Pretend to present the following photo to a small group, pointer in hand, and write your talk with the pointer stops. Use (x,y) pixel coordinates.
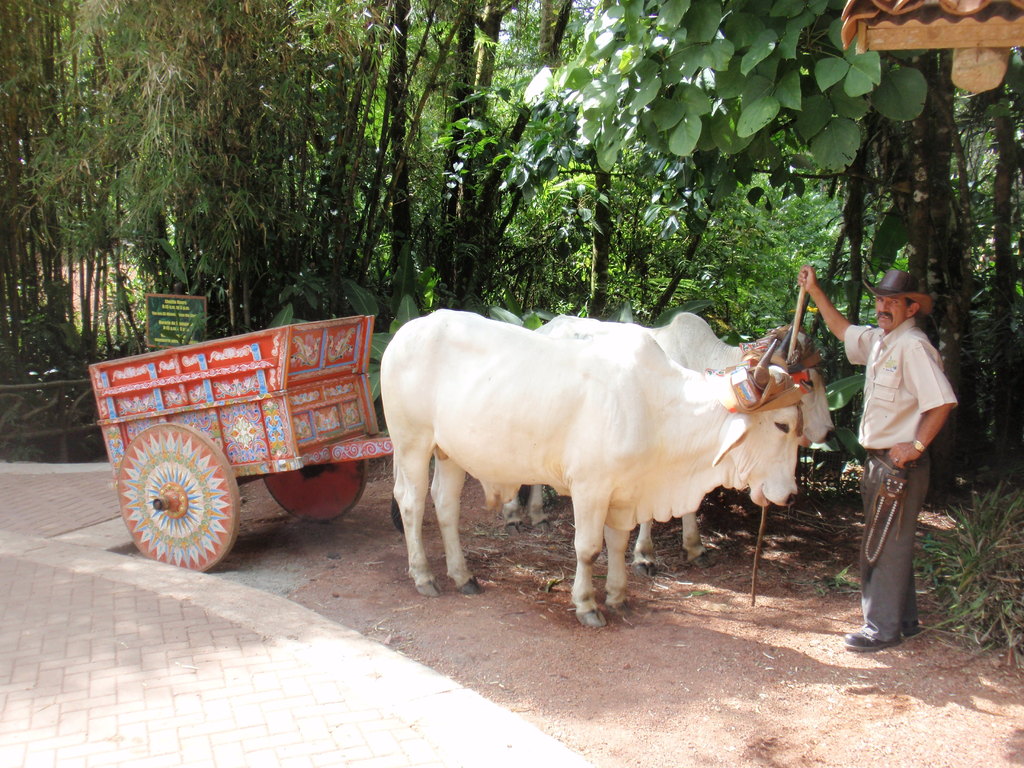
In this picture we can see a bullock cart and a person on the ground (561,672) and in the background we can see trees (824,17) and some objects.
